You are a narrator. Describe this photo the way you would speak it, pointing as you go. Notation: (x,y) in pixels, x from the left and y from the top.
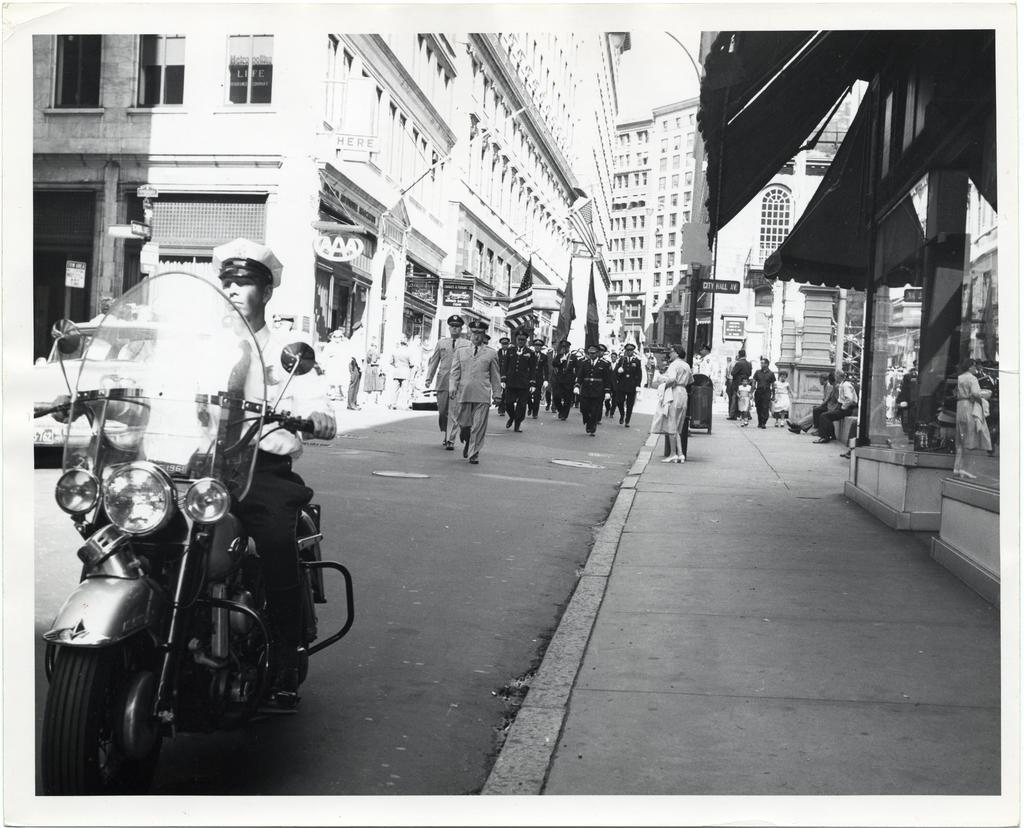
As we can see in the image, there are buildings (459,138), a motorcycle (149,430) and few people (448,390) walking on road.
